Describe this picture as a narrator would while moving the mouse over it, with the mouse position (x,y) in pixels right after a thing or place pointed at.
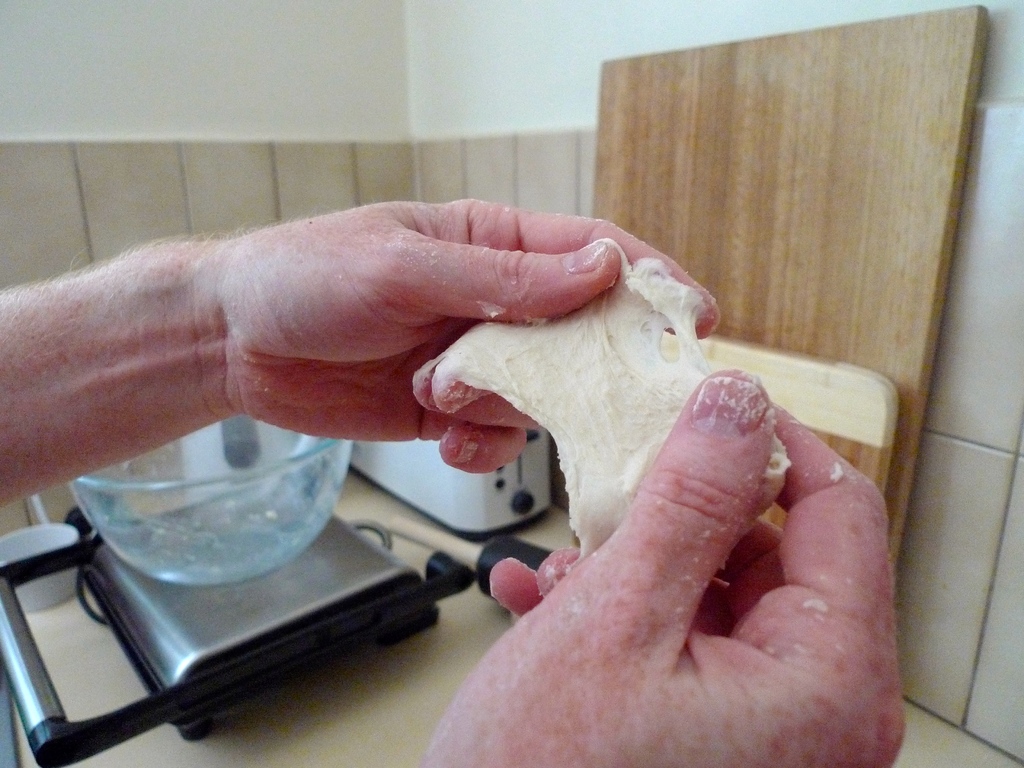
In this image I can see the person's hands (676,525) and the person (459,243) is holding white color object (609,474). Back I can see a bowl (263,492), machines (404,472), brown boards (747,106) on the cream surface (314,735). I can see the wall (451,7).
